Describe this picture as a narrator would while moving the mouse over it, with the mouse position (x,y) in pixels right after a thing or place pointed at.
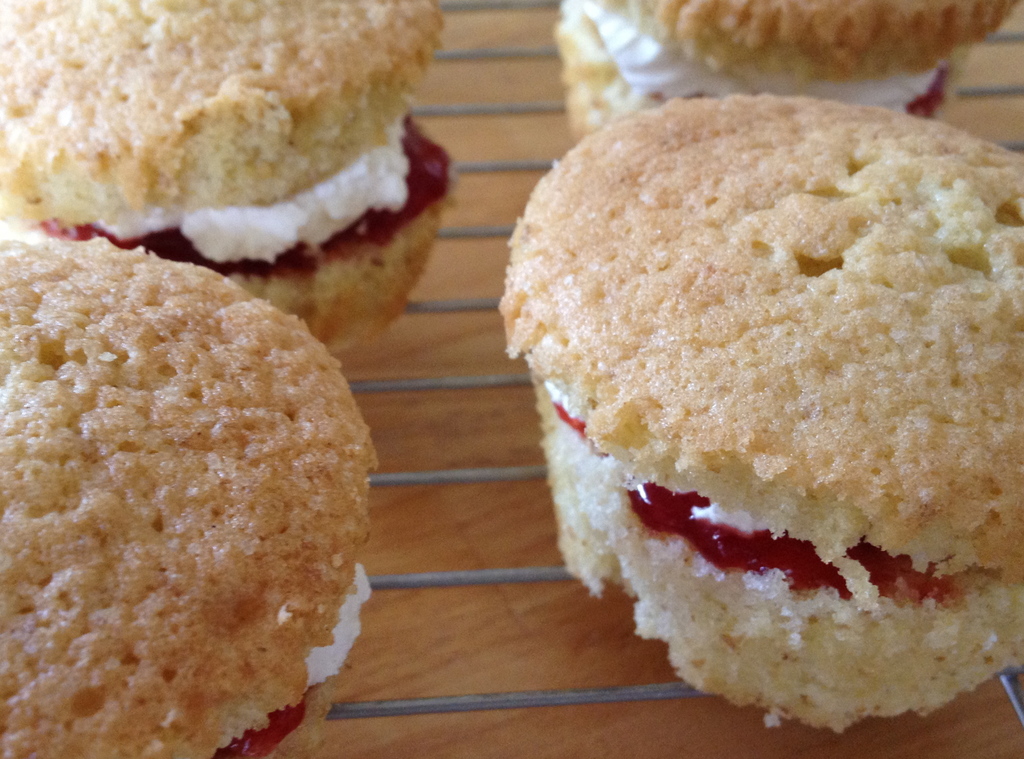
This is the image of muffins (119,179) with grills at the bottom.
